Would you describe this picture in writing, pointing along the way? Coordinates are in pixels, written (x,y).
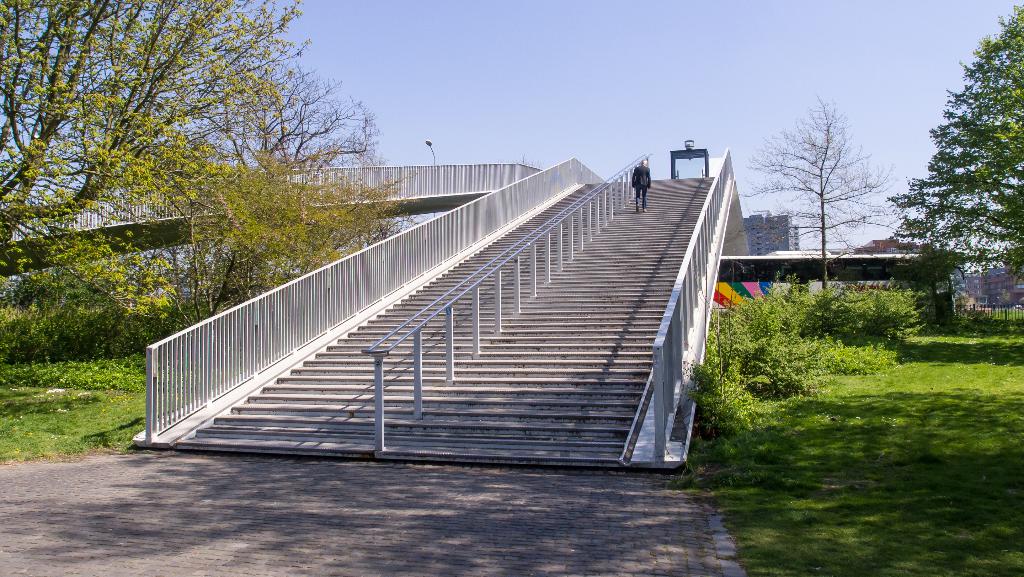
In the image there are stairs (654,227) and there is a man (640,181) moving up on the stairs (665,190), around the stairs (701,332) there is grass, plants (41,351) and trees (806,162). In the background (766,224) there is a building (770,216).
